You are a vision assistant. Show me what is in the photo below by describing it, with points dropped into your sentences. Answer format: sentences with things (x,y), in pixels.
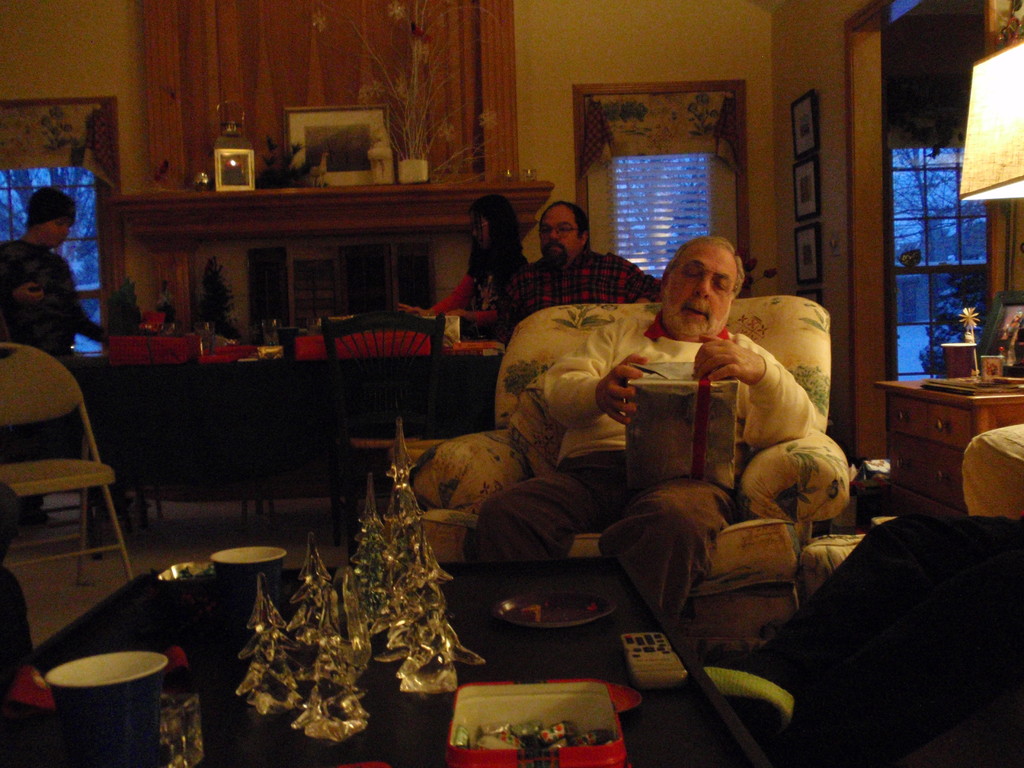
In this picture here we can see 5 people (703,341). At the center (519,495) we have old man (733,336) who is sitting and looking at gift (701,387). In front of him there is a table (604,576) present. On the table (225,736) we have tea cups (123,736), remote control (675,682), chocolates (525,747) etc. Behind him we have large dining table (233,401). In the background (53,72) we have wall (63,63), photo frames (807,206) present. It seems like a house (174,115).
